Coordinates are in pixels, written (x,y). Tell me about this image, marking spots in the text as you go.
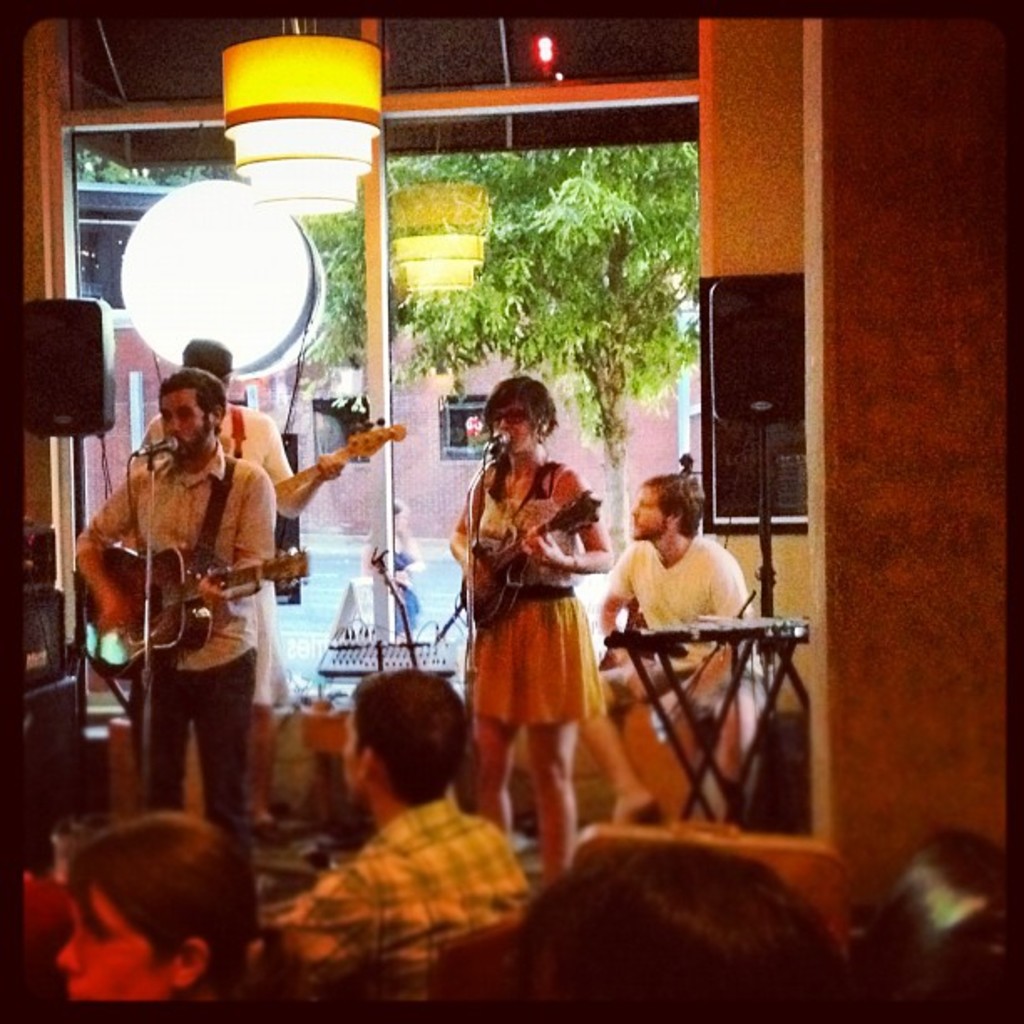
In this image I can see three people (183,485) are standing and playing the guitars (531,547). In front of these persons (236,481) there is a mike stand (148,555). On the bottom of the image (397,898) there are few people (453,919) sitting on the chairs (460,949) and looking at these people (189,550). In the background (374,356) there is a window (450,341) through that we can see the outside view. On the right (733,398) and left side of the image (78,379) there are two speakers (107,357).
